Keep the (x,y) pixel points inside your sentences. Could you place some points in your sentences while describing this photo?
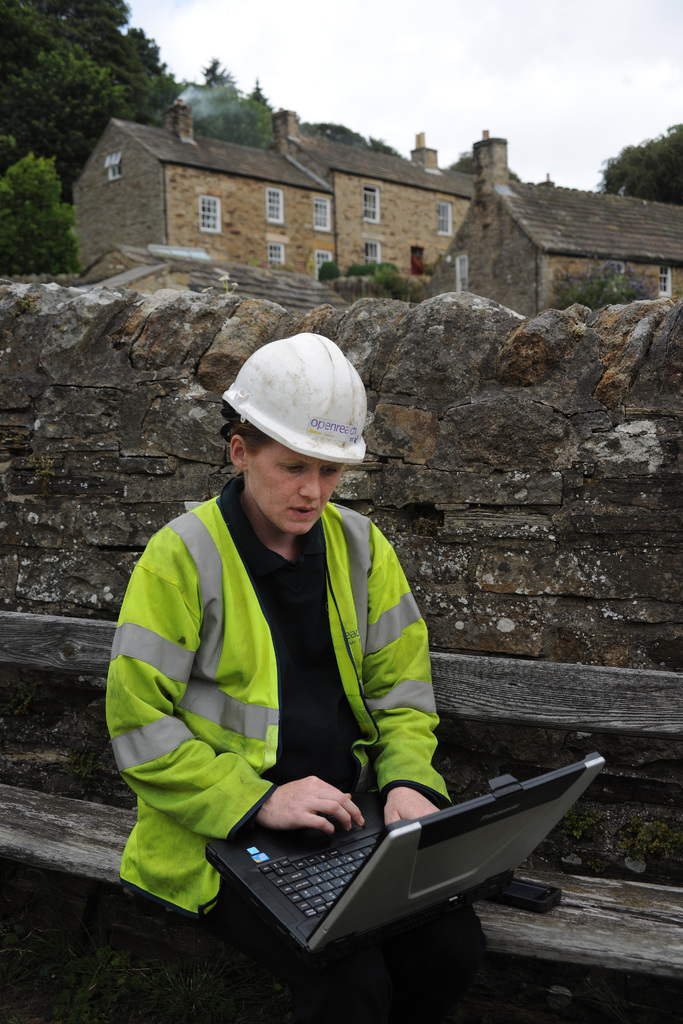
In the picture I can see a person (152,676) wearing green color jacket (247,784) and helmet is sitting on a wooden bench (665,919) and using a laptop (425,905). In the background (491,415), we can see the stone wall (103,388), stone houses (472,250), trees (13,227) and the sky (396,37) with clouds (557,132).
